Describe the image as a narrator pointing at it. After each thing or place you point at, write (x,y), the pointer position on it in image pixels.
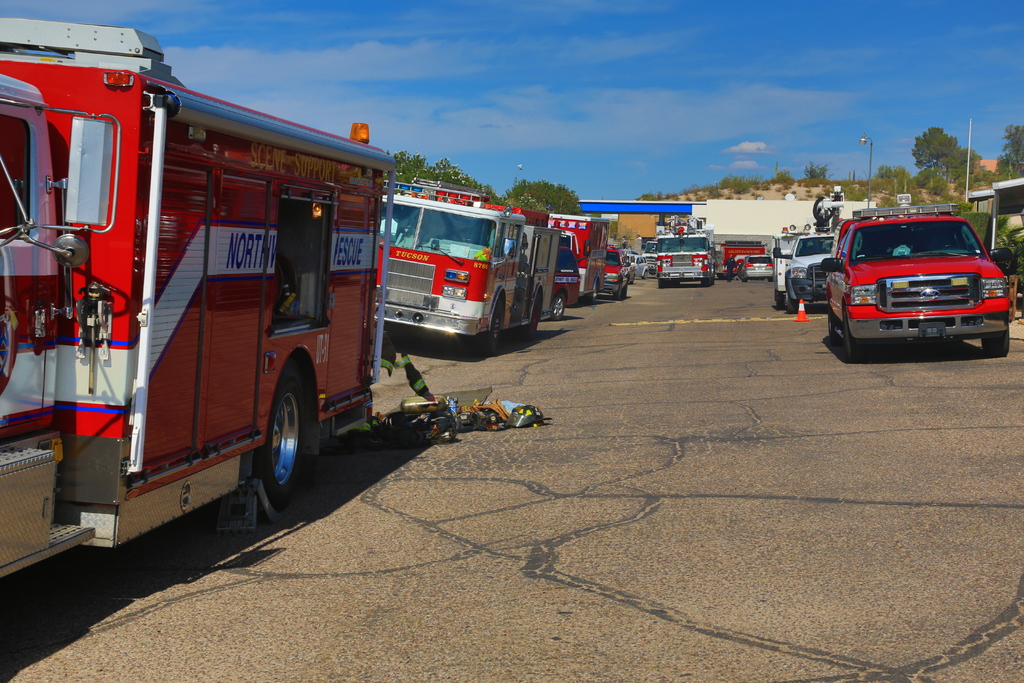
In this picture we can see few vehicles (953,300), in the background (1009,223) we can find few buildings (1023,211), trees (929,152) and poles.
